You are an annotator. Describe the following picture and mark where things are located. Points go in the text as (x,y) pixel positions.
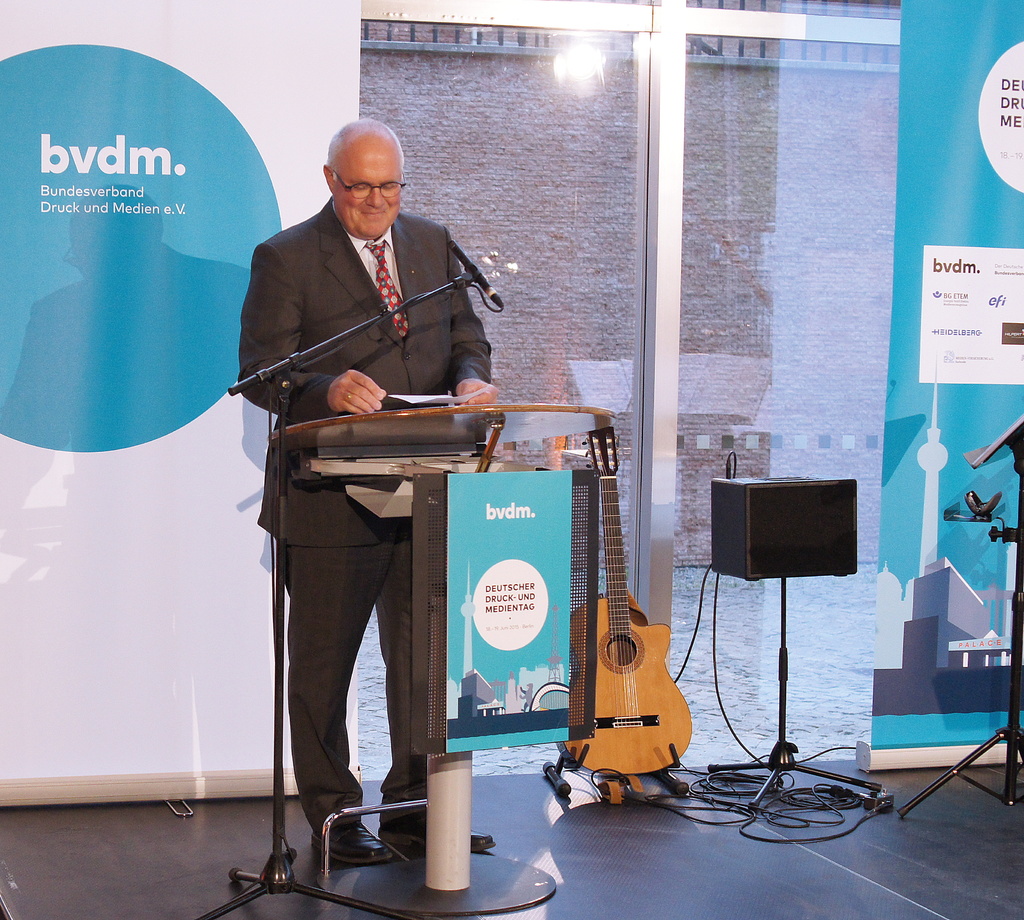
In this image we can see a person (429,338) standing in front of the podium (373,440). A microphone (279,377) is placed beside it. In the background (566,767) we can see a guitar (650,655) in its stand (683,787), a speaker (769,553), window (866,401) and a hoarding (169,439).
